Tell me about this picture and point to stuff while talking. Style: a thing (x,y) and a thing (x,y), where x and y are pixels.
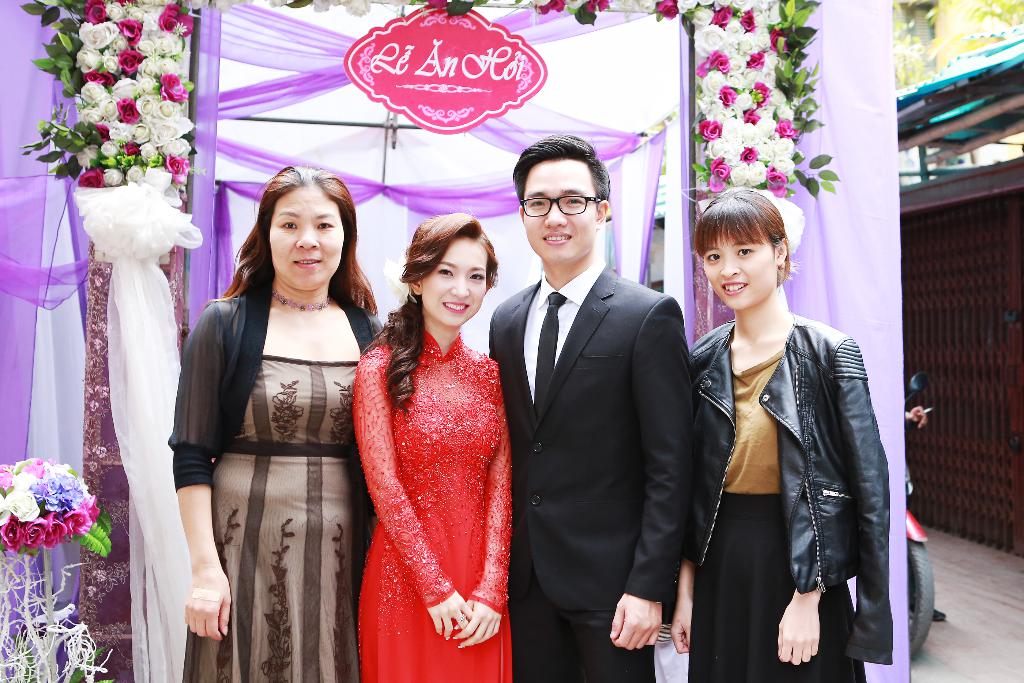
In this picture there are four people (350,383) standing and smiling. At the back (23,599) there is a decoration (142,436) and there are flowers (43,19) and there is a board (467,123) and there is text (492,67) on the board (477,67). On the right side of the image (972,173) there is a building (980,287) and there is a motorbike (932,609) and there is a tree (985,26). At the bottom (970,652) there is a floor (982,631).
